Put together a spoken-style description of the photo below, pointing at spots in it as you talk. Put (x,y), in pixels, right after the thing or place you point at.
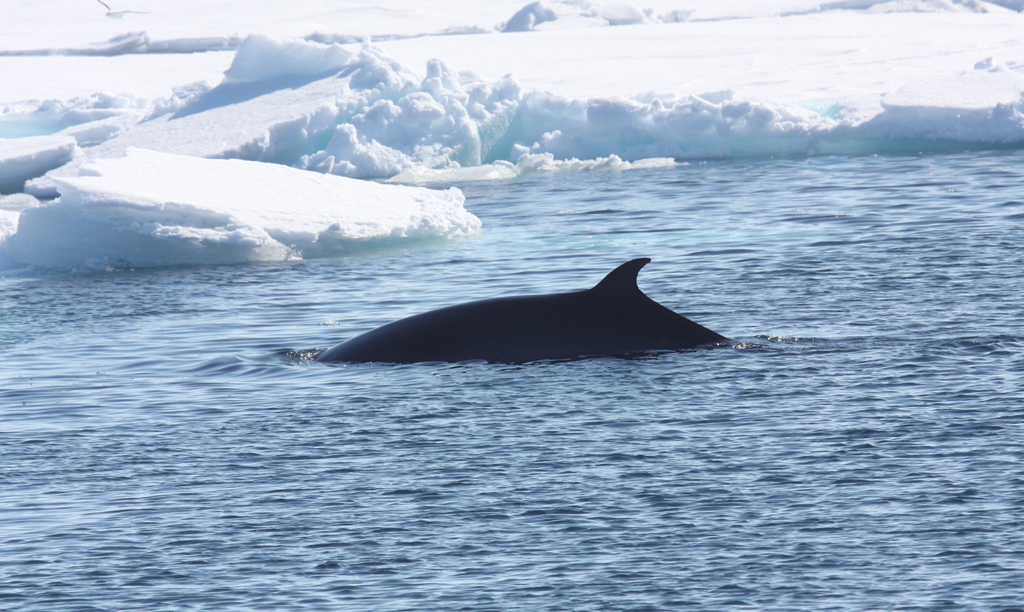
In this picture, I can see a Ocean (575,193) and a whale (560,329) a lot of ice (588,151), water (912,348) and a bird (118,13) which is flying.
